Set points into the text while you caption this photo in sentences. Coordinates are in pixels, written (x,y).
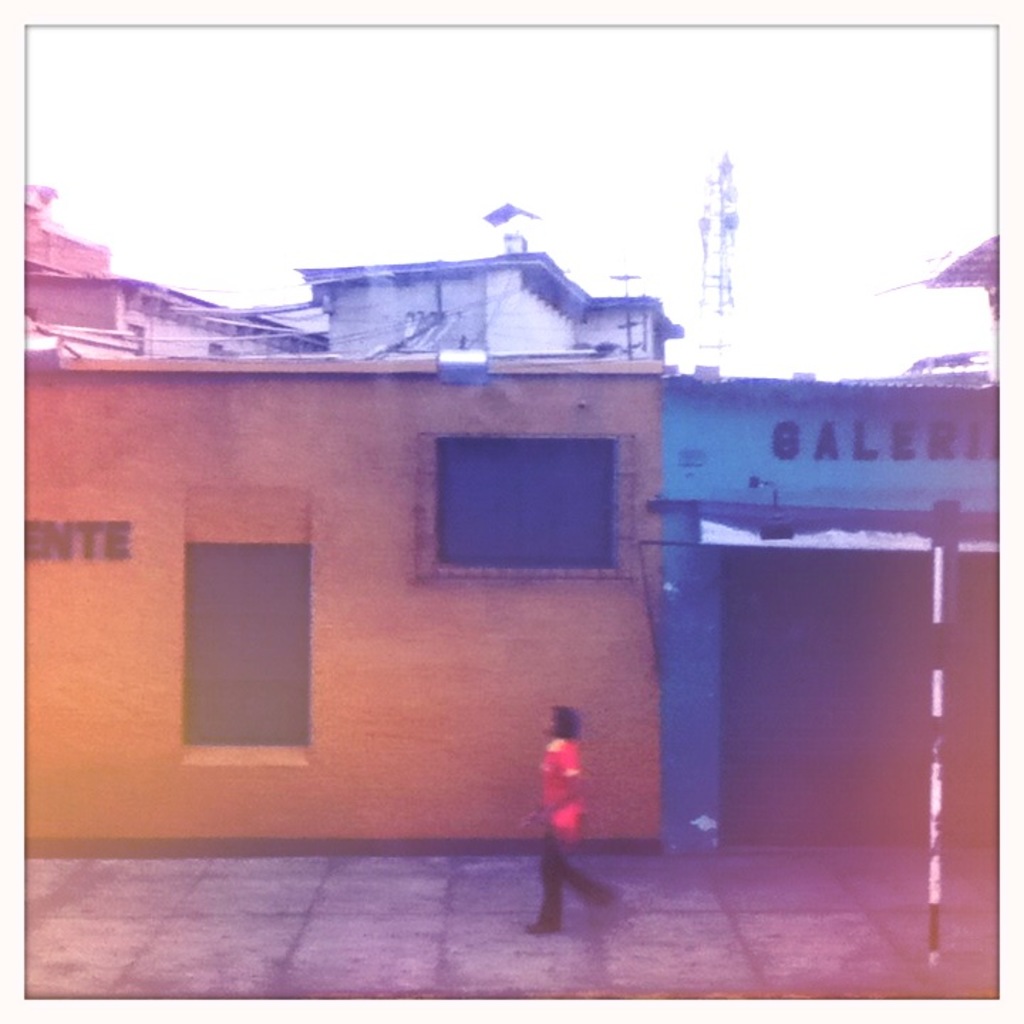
In this picture we can see rooftops (40,246), stores (995,513), boards (835,451), tower (726,280) and objects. We can see a man (561,761) walking on the pathway (432,957).
